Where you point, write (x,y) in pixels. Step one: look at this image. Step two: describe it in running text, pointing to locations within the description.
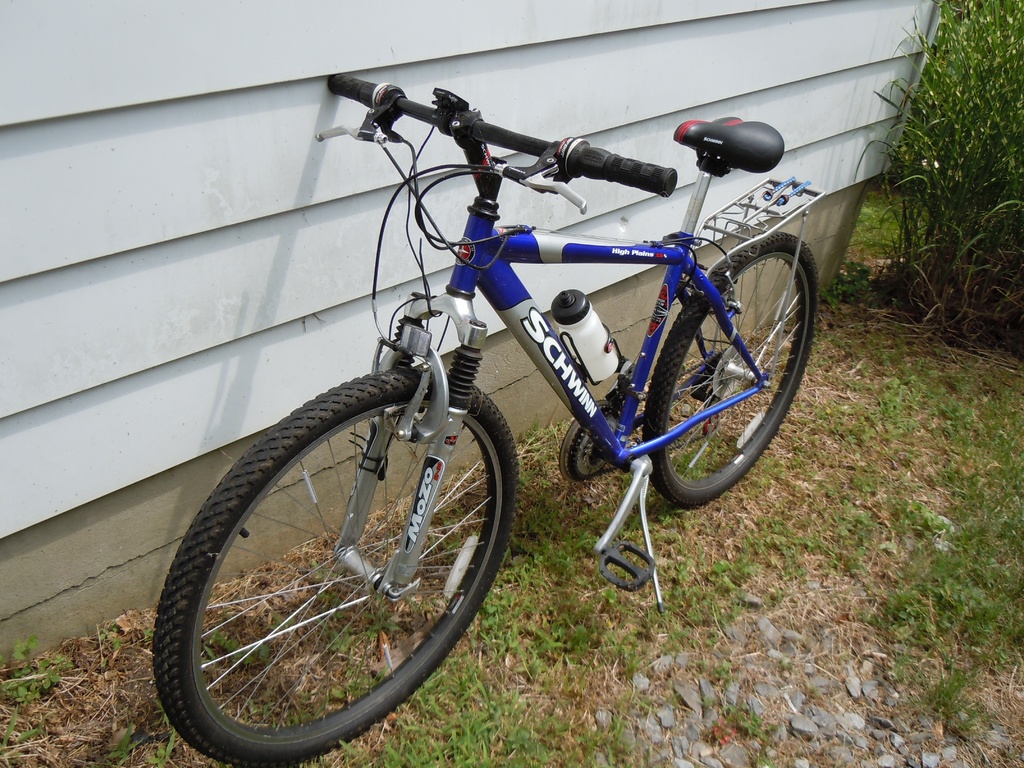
In this image, we can see a cycle (322,404) beside the wall (245,151). There are plants (976,138) in the top right of the image (963,250).
